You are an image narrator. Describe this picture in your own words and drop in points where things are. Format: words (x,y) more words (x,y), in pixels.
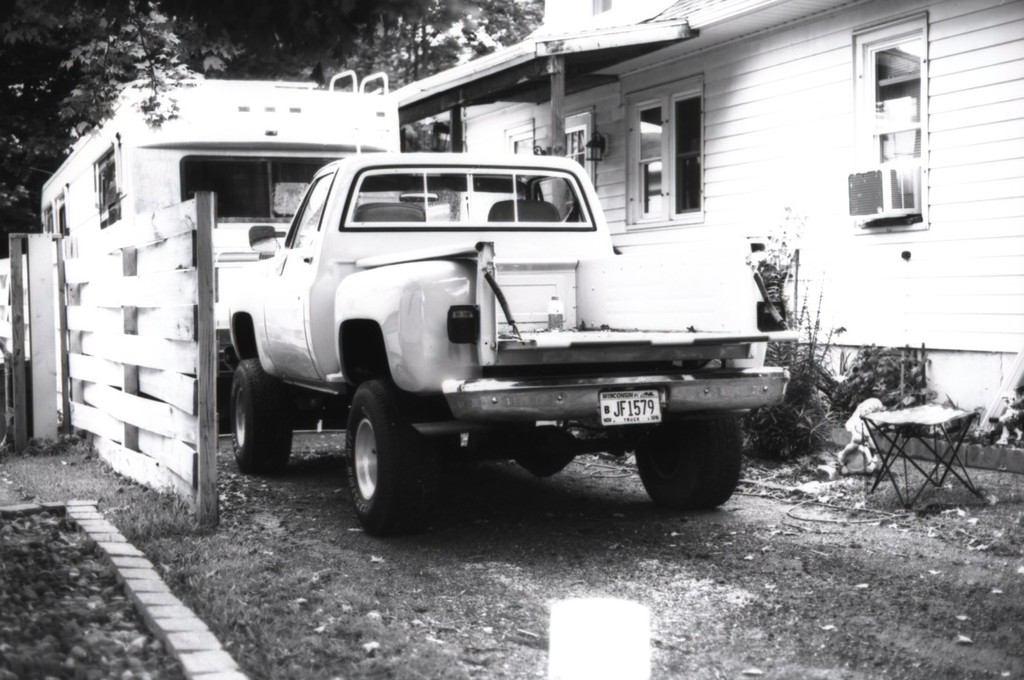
This is a black and white image. In this image, in the middle (528,233), we can see a vehicle (617,442) which is placed on the road (455,503). On the right side (965,413), we can see a table (926,424), few plants (836,388) and a building (956,219). On the building (746,166), we can see a glass window (665,166), air conditioner (890,207), pillars (557,116) and a roof (631,44). On the left side (56,366), we can see pillars (22,322), wall (80,332). In the background (248,157), we can also see a vehicle (392,119). At the top (398,27), we can see some trees (458,21), at the bottom (800,609), we can see a land (704,601).
